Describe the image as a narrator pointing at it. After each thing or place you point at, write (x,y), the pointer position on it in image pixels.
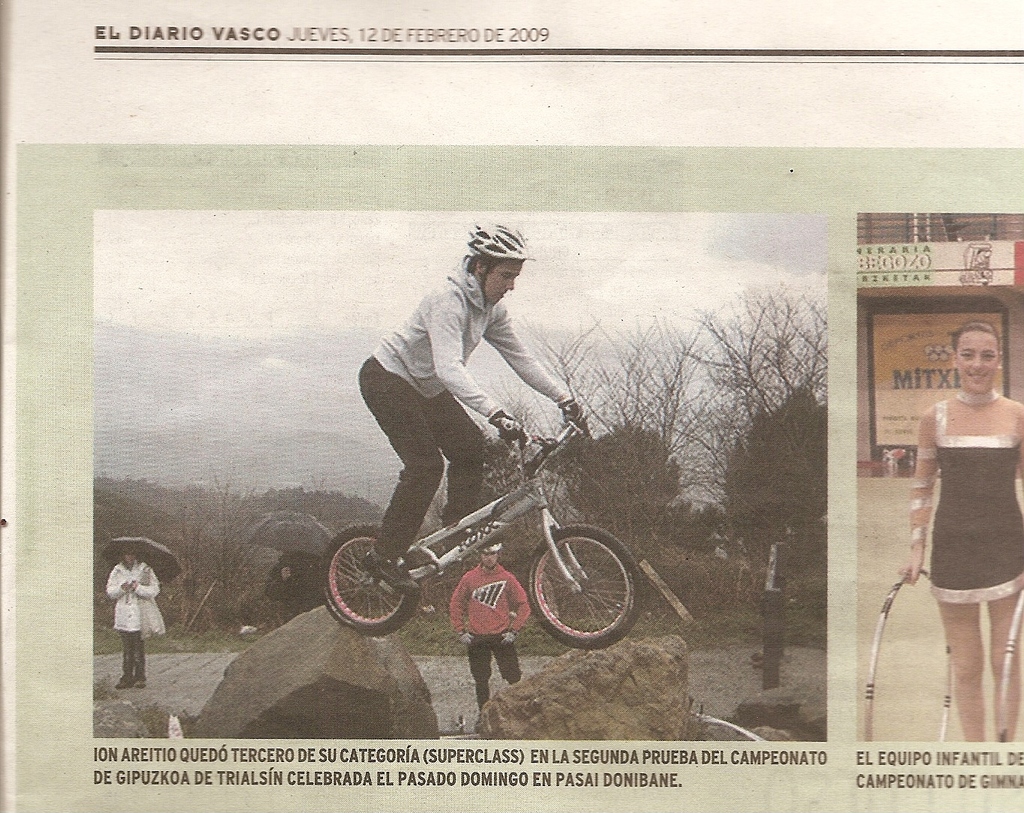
In this image there is a newspaper article (596,746), in that there are two pictures (409,668), one man (416,491) is doing stunts with bicycle (578,581), behind the man (462,483) there are three man (500,571) standing two (308,573) are holding umbrellas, in the background (746,484) there are trees (308,510), in another picture (896,522) a woman (915,536) holding rings (950,653) in her hands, at the bottom (520,769) there is text (486,765), at the top (146,29) there is text (533,35).
